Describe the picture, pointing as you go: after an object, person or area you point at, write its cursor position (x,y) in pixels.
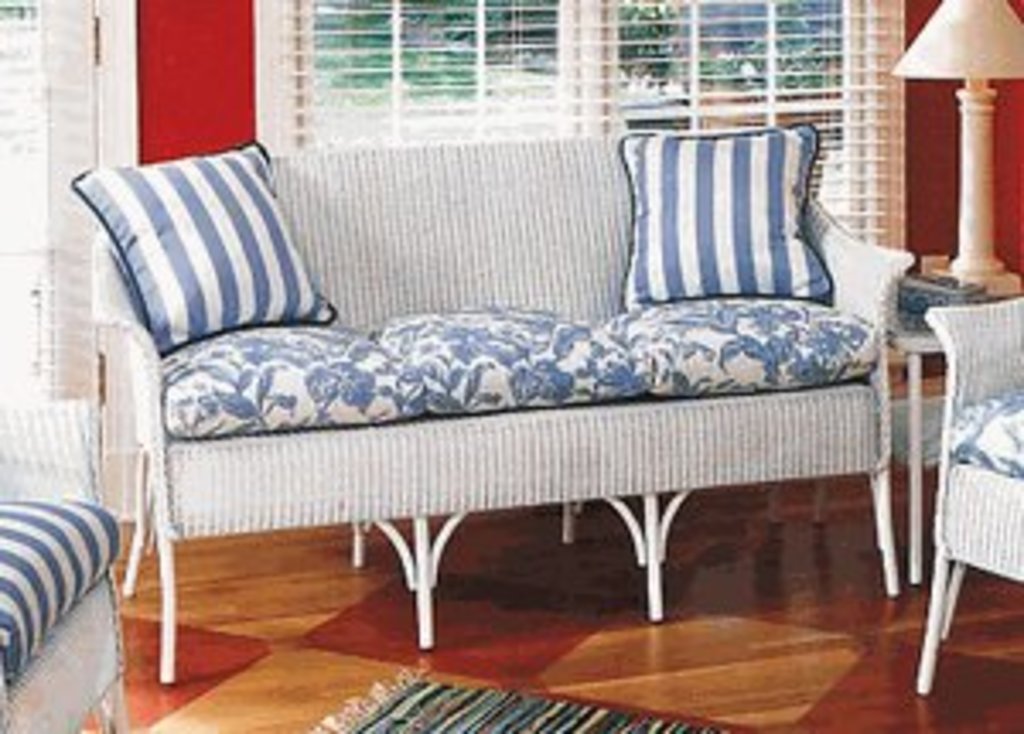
This picture describes about sofa (603,342) in the house (359,110) in the background (349,63) we can see couple of trees (368,14).
